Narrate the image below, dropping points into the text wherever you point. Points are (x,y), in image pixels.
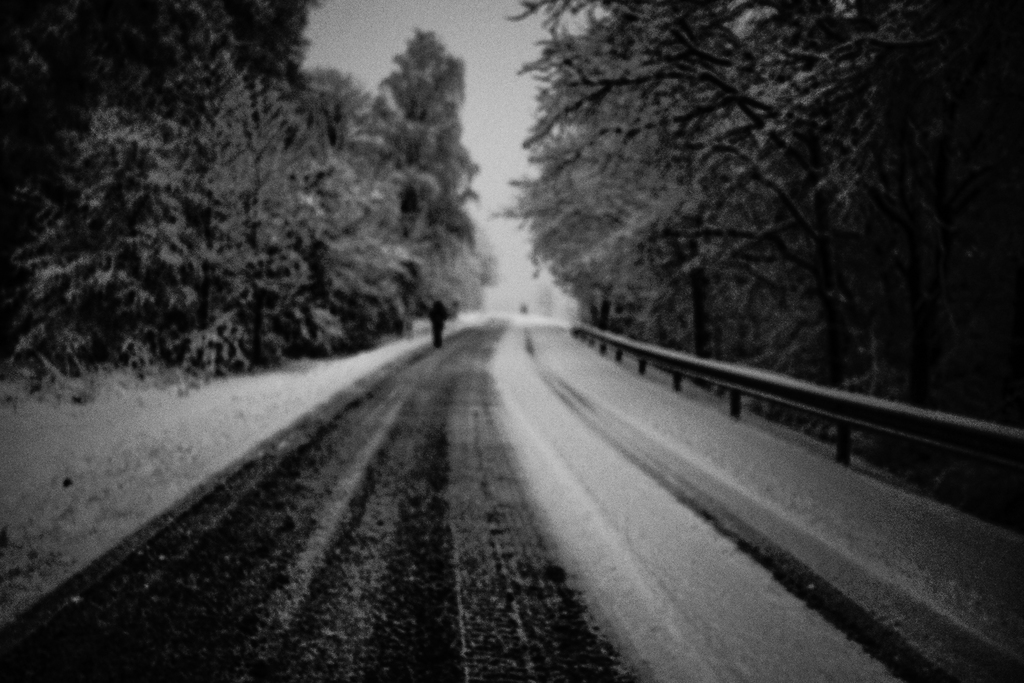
On either side of the road (483,408) we can see trees (644,136). A person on the road (494,483).
